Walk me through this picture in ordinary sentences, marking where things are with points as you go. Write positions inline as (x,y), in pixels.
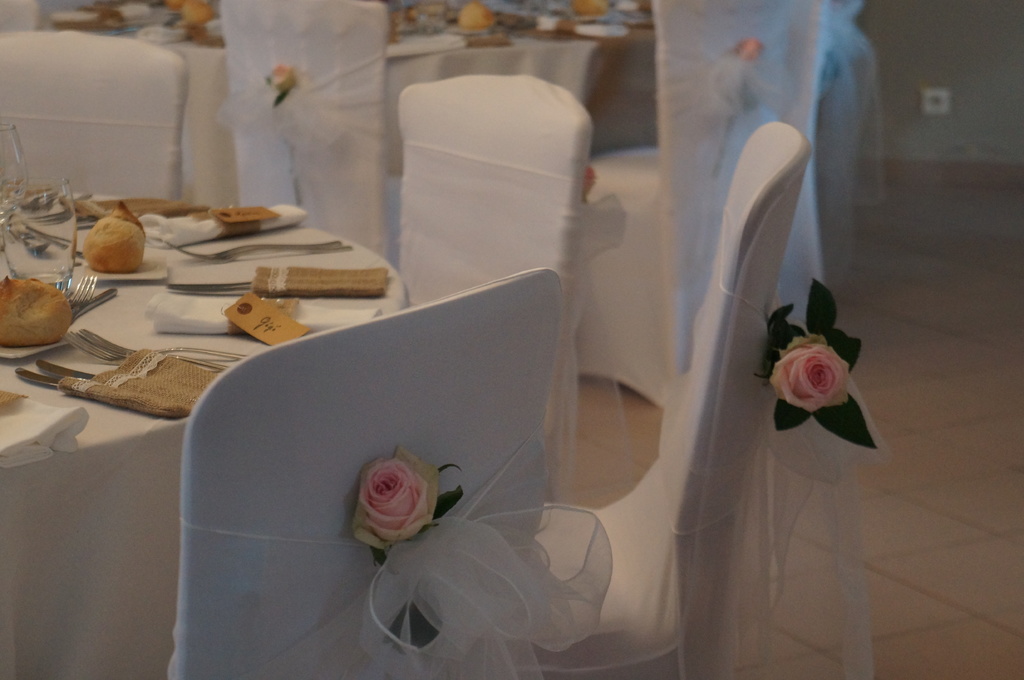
This is the picture of a table (115,333) on which there are some things (54,278) placed and around the table (131,336) there are some chairs (61,125) to which the roses (398,534) are pasted.
